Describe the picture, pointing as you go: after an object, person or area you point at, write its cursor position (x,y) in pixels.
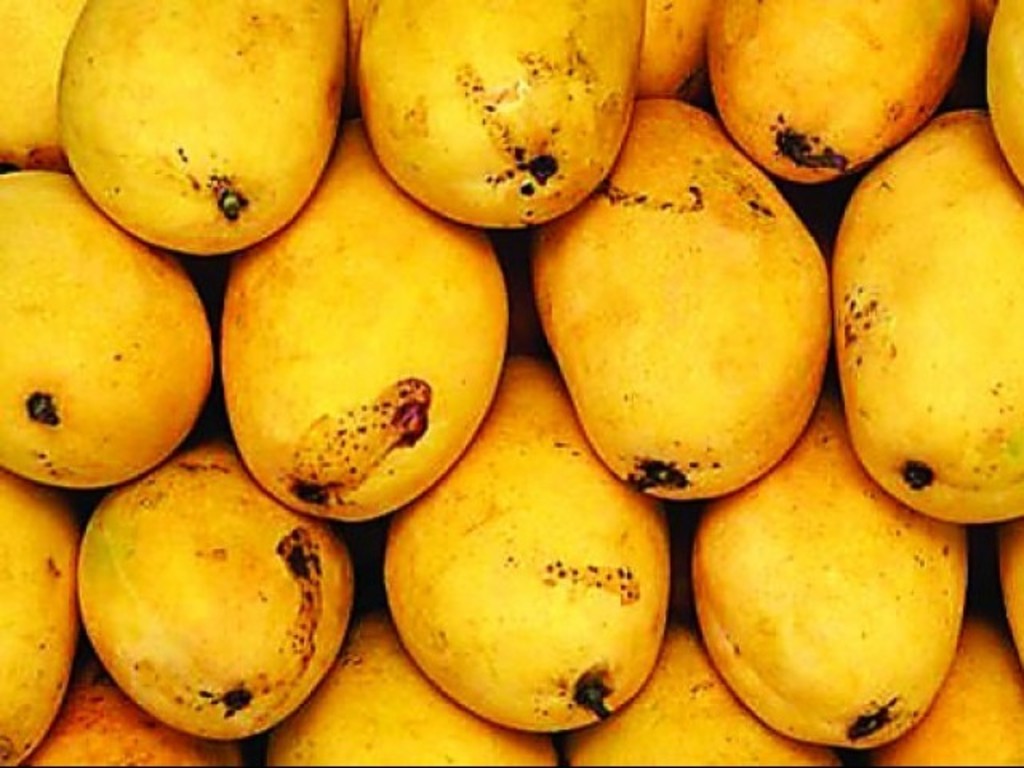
There are few mangoes (653,230) which are in yellow color.
